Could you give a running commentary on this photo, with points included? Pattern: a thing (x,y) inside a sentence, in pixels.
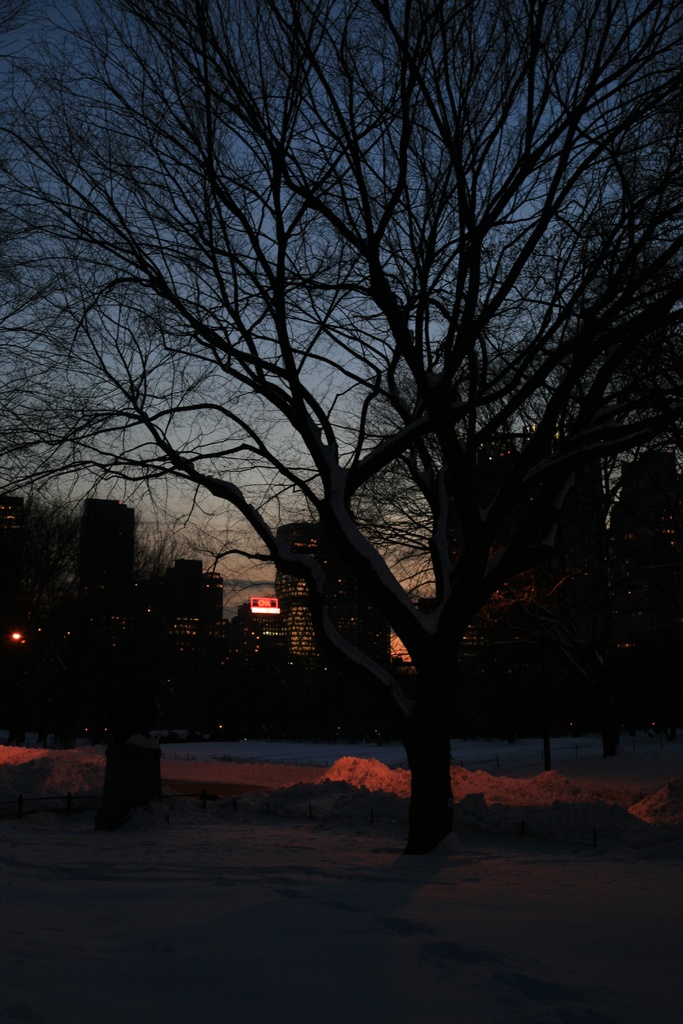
In this image I can see the tree (546,303) and the sky (209,389) and building (274,614) and the image is taken in night.
